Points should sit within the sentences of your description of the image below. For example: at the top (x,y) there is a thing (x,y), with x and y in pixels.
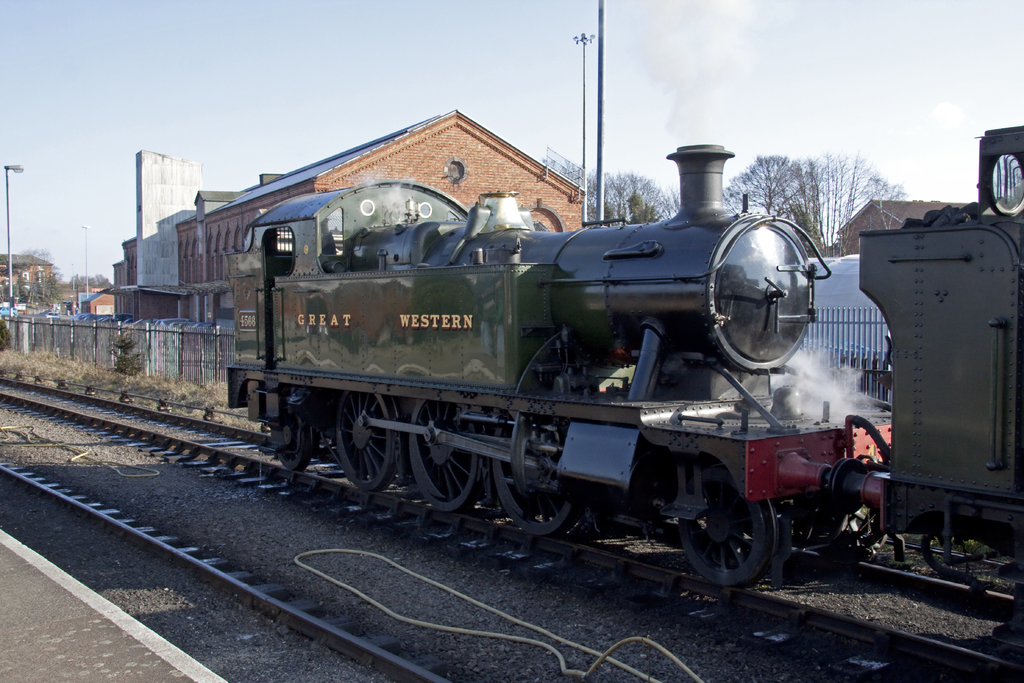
In this image, we can see the train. We can see some railway tracks (432,678). We can also see some houses (134,312), trees (121,370), plants (133,382), poles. We can see the ground (200,390) with some objects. We can also see the fence (45,333) and the sky (661,125).
